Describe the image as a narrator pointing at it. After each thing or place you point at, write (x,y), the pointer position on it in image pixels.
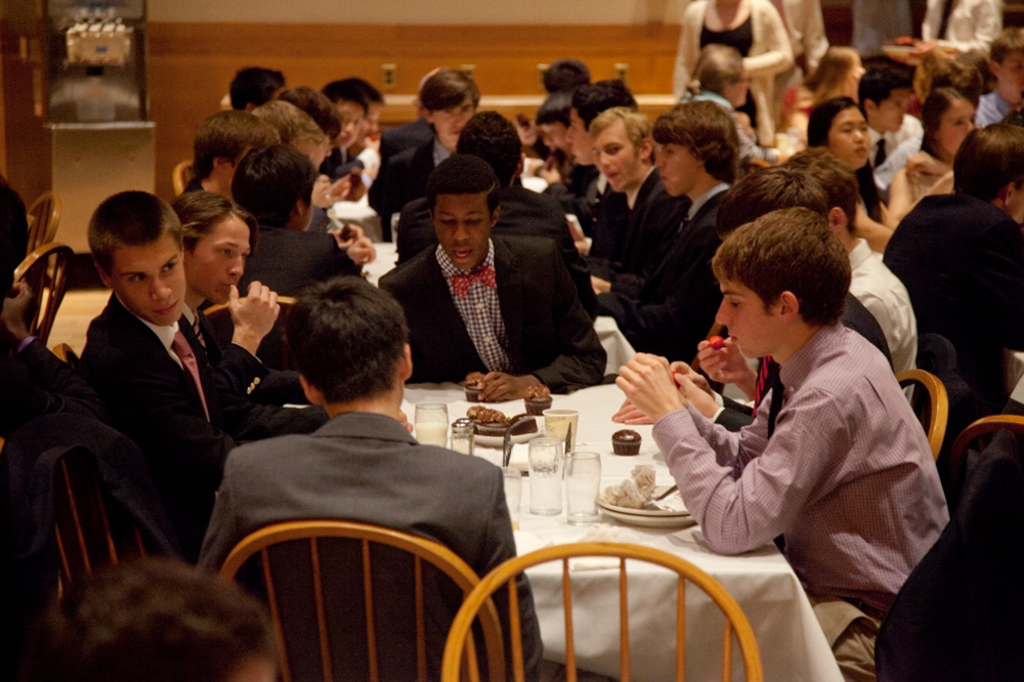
In this picture there a group of people (716,386) sitting, they have a table (608,516) in front of them.
